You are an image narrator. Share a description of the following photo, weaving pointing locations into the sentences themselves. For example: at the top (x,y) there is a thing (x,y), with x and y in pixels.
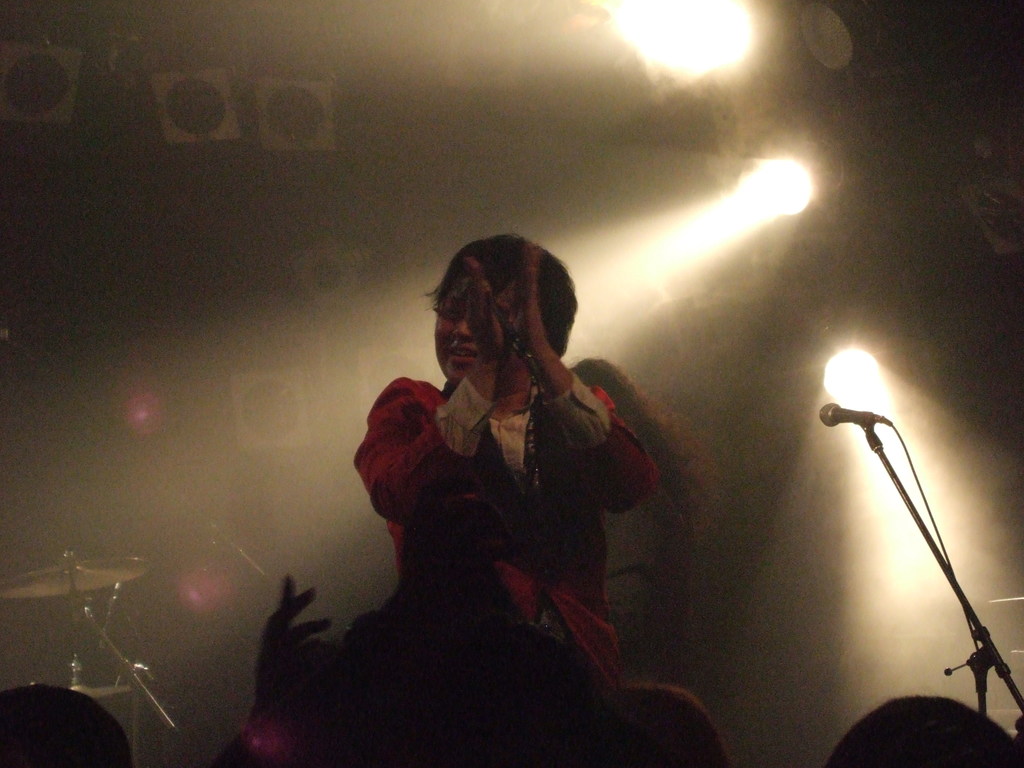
In this image i can see a person (580,414) clapping the hands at the right side (878,423) i can see a microphone (867,416), at the back ground (690,206) i can see a board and a light (766,209).
